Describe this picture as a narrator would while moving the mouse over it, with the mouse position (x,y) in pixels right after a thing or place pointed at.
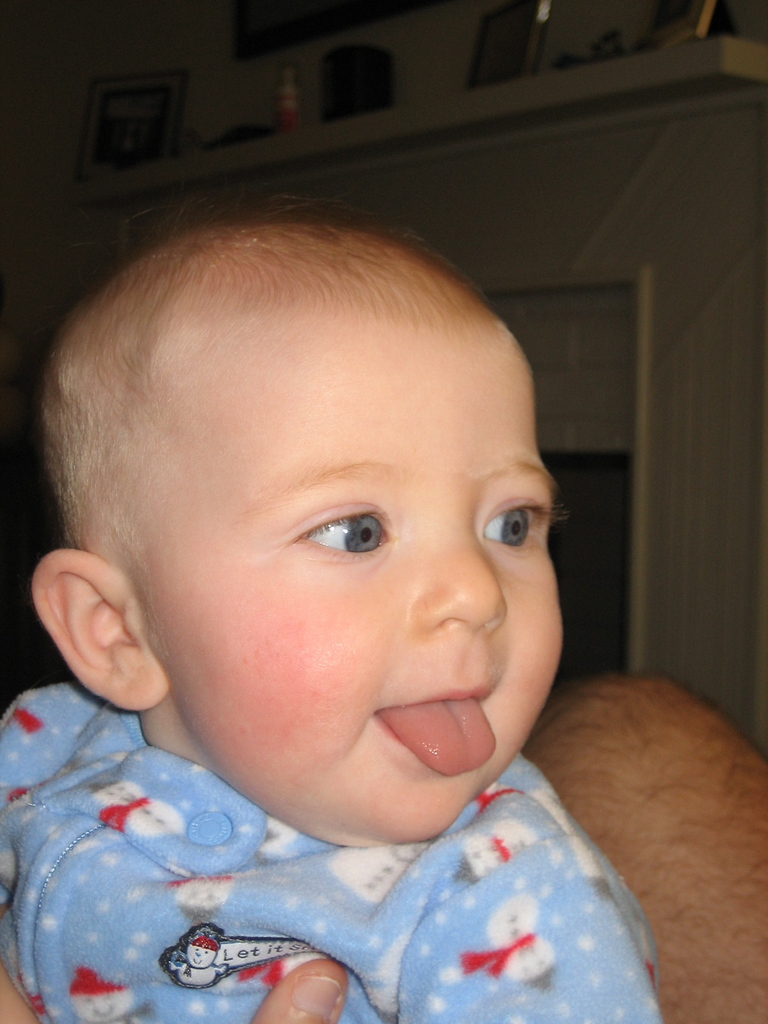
This is the picture of a kid (414,751) who is wearing the blue, red, white shirt (227,855) and behind there is a shelf (422,134) in which there are some things (232,129) arranged.
